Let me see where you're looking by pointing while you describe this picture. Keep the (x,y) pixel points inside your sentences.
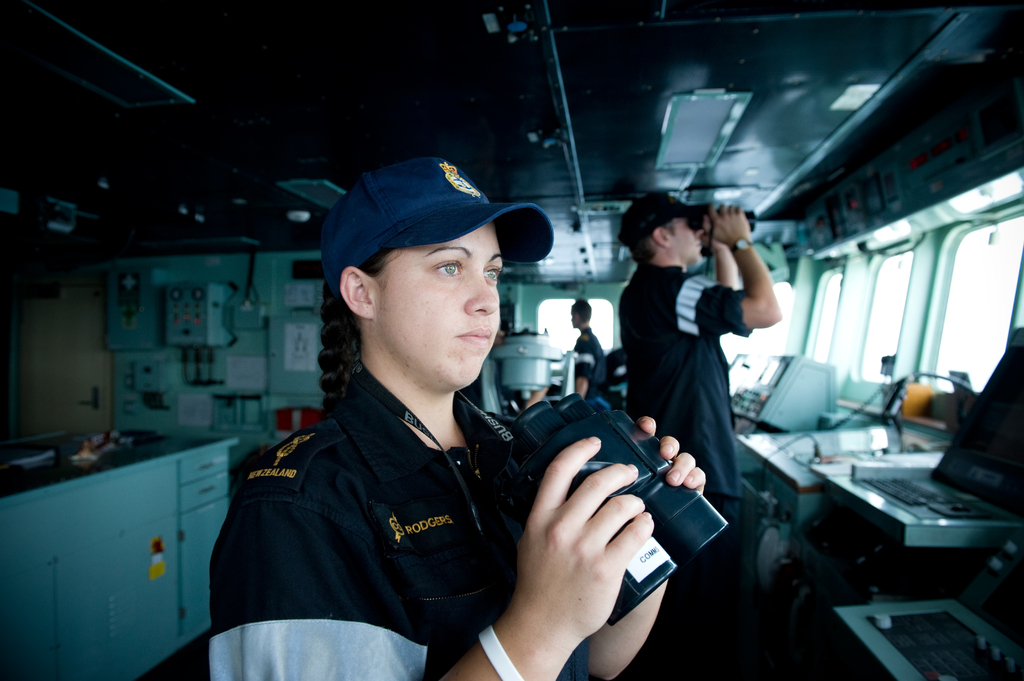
This image is in a vehicle (910,624) where in the foreground of this image (463,423), there is a woman (449,407) with a cap (434,214) holding a binoculars (603,432). Behind her, there is a man (650,296) standing and watching with a binoculars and a man (585,336) standing. We can also see few electronic devices (889,468), windows (592,303), a table (773,453), door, inside roof (241,195) of the vehicle (254,357) and few devices (222,313) on the wall (223,279).
